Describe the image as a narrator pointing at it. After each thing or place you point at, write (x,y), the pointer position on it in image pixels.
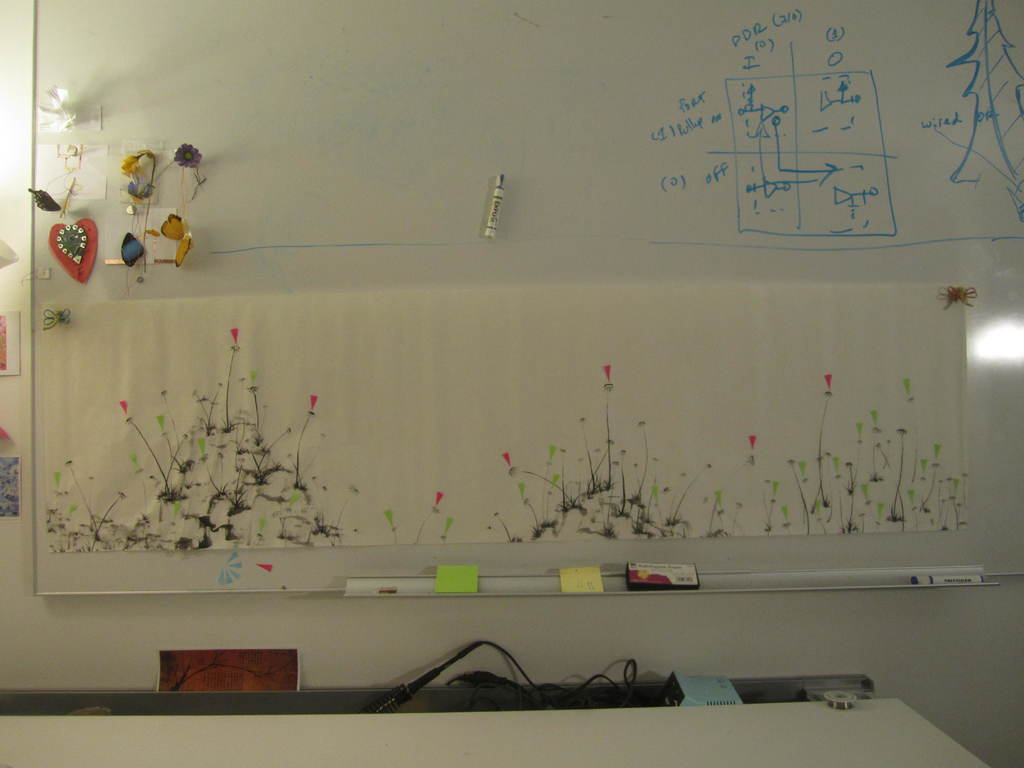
There is a board (394,113) and on the board (680,88) there is some art work (393,382) is done, beside that there are some diagrams (831,58) drawn with a sketch pen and in the background (350,609) there is a wall (470,609).
